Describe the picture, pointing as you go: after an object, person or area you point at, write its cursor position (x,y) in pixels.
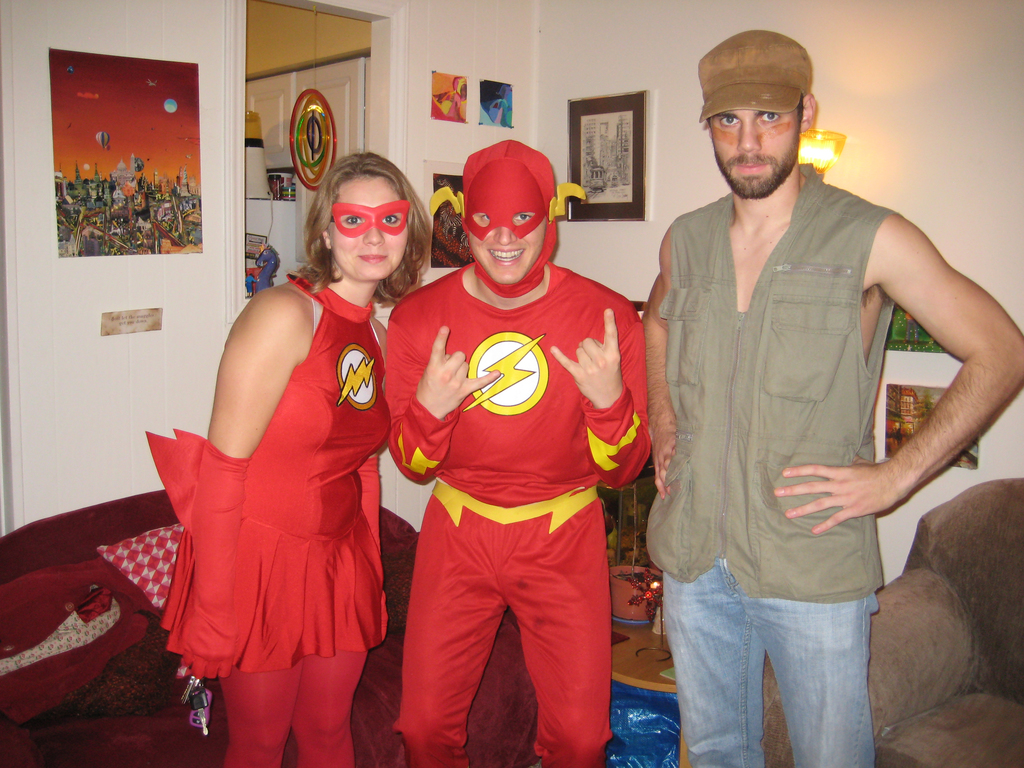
In the center of the image (454,410) there are persons (394,425) wearing costumes (452,454) and standing on the floor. On the left side of the image (45,544) we can see sofa (121,537) and pillows (117,595). On the right side of the image (1016,624) there is a couch (972,626). In the background (217,154) we can see photo frames (635,193), light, door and wall (936,104).
